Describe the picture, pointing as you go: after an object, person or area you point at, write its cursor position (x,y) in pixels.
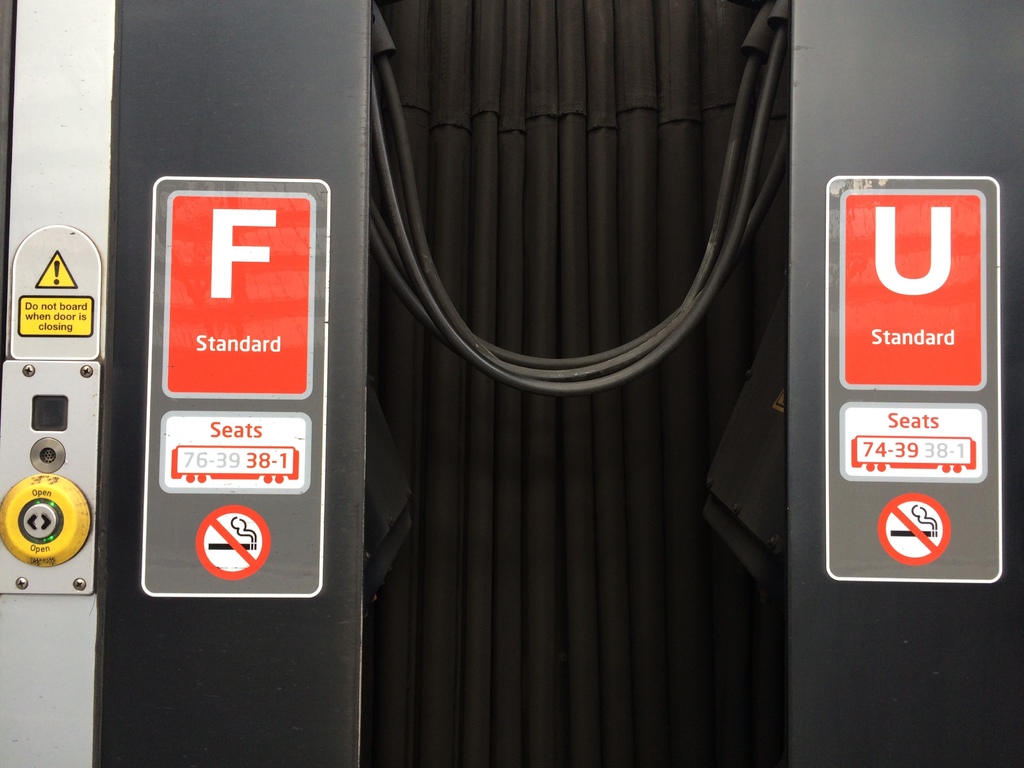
In this I can see it looks like a train (686,503), on the left side (88,516) there are buttons (74,516). In the middle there are red color stickers (270,304) on either side of this image.
